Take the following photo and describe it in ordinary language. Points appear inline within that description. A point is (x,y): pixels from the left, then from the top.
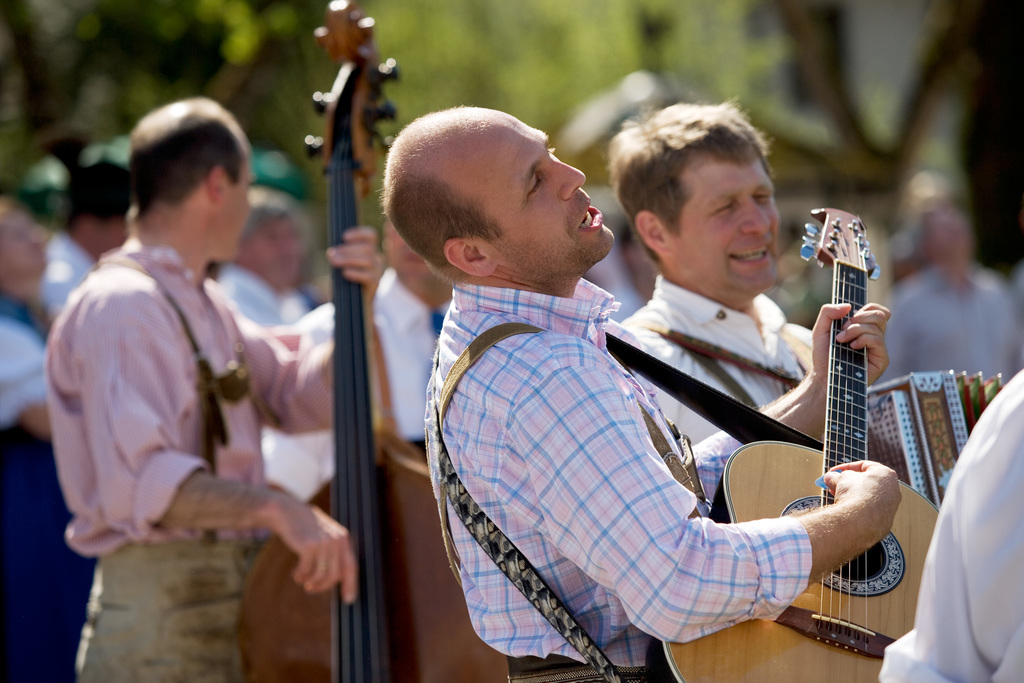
In this image there are group of musicians (453,400) standing and performing this man (642,517) is holding a guitar (829,609) and playing and he is performing along with these guys (723,368). We can see a crowd (57,241) in the background of these musicians (471,270) enjoying their performance.
